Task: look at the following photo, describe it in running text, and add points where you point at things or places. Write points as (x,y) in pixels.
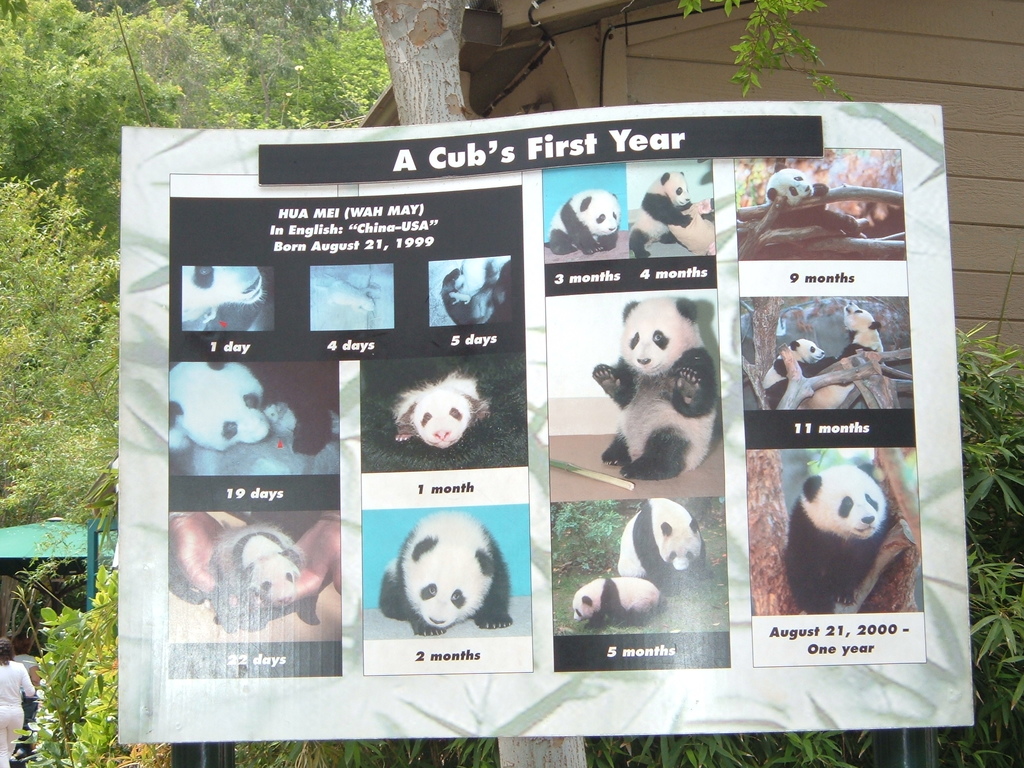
In this image there is a board (569,683) on a tree (410,67). There are pictures (441,576) of a panda (666,329) and text (488,340) on the board (529,327). Behind the board (508,339) there is a house (918,69). In the background (106,132) there are trees (280,37). In the bottom left (7,693) there is a person (3,705) walking.
